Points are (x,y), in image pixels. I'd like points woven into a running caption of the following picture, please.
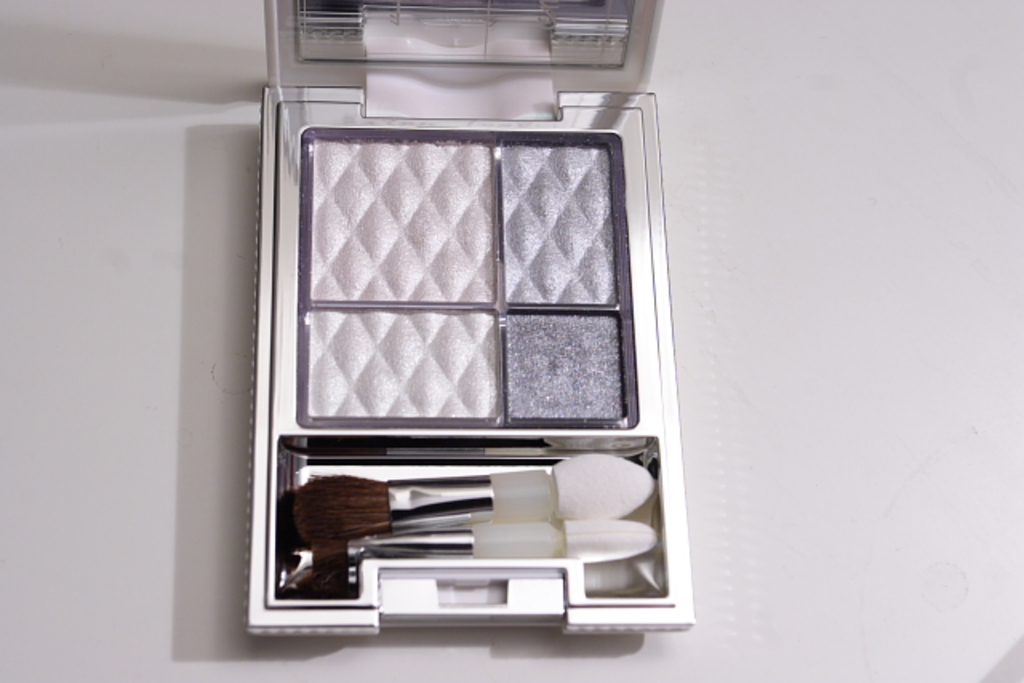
In this image I can see a white colored surface (802,331) and on it I can see a makeup kit (415,324) and in the makeup kit (453,443) I can see two small brushes (431,511).
